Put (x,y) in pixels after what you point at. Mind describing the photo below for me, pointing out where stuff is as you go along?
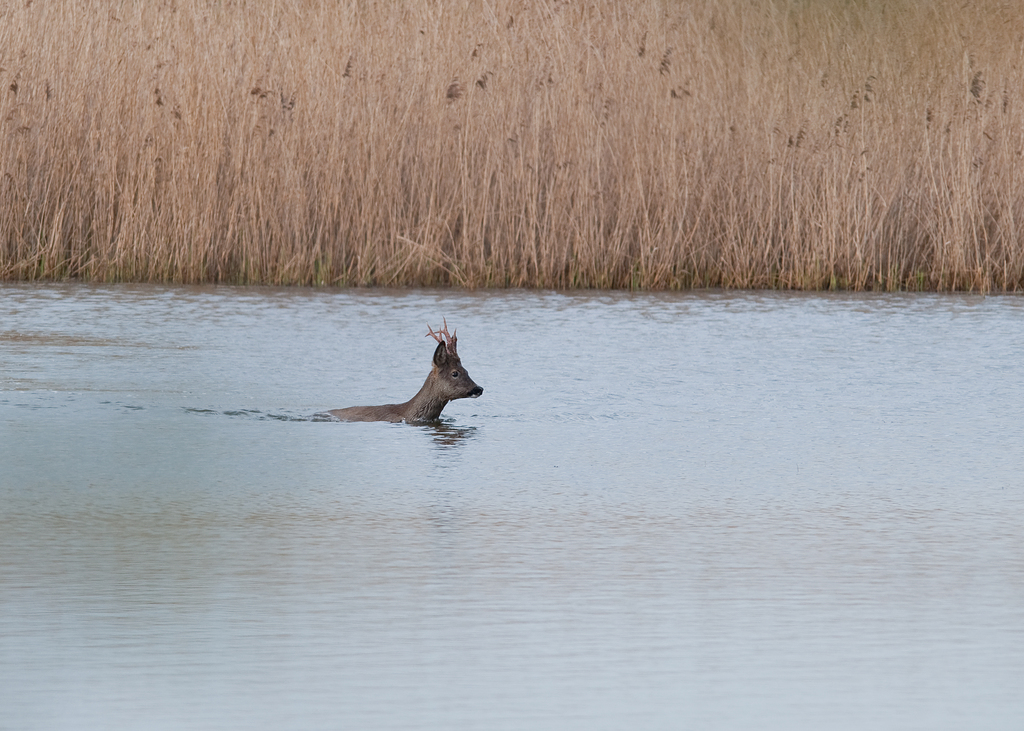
In this image there is an animal (438,400) in the water (458,554). Top of the image (487,197) there are few dried plants (641,85) on the land (802,98).
